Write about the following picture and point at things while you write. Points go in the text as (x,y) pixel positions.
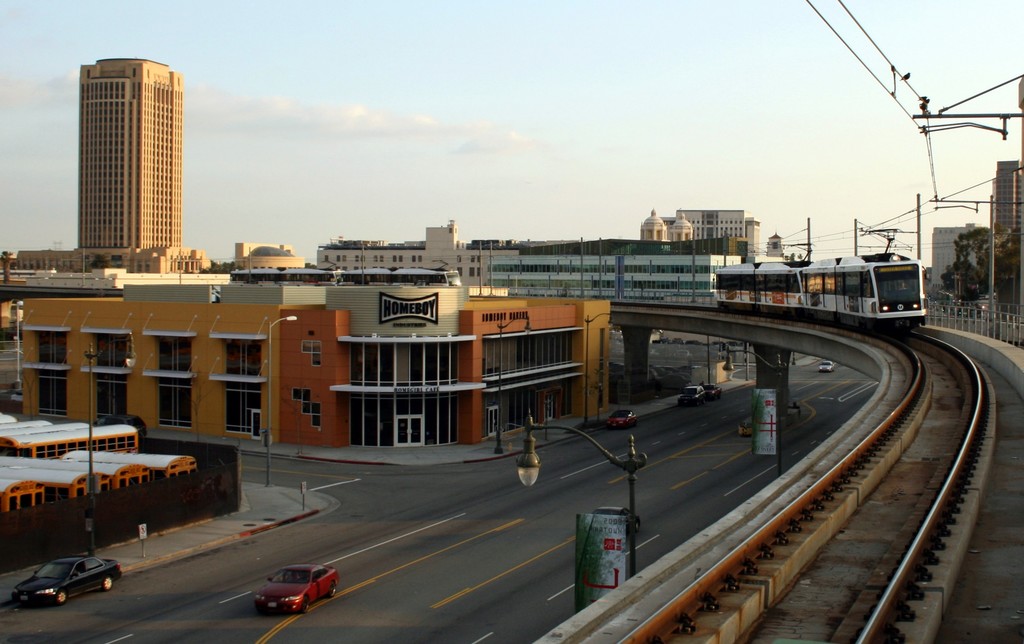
In this image there is a metro train (878,318) on the right side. On the left side (195,383) there are buildings (235,368). At the bottom (531,506) there is a road (527,528) on which there are vehicles (88,557). There are electric poles (269,436) with the lights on the footpath (233,525). At the top (459,46) there is the sky (476,50). On the right side (921,232) there are electric poles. On the left side (107,125) there is a tall building (95,144). On the right side (890,603) bottom there is a railway track (828,556).
